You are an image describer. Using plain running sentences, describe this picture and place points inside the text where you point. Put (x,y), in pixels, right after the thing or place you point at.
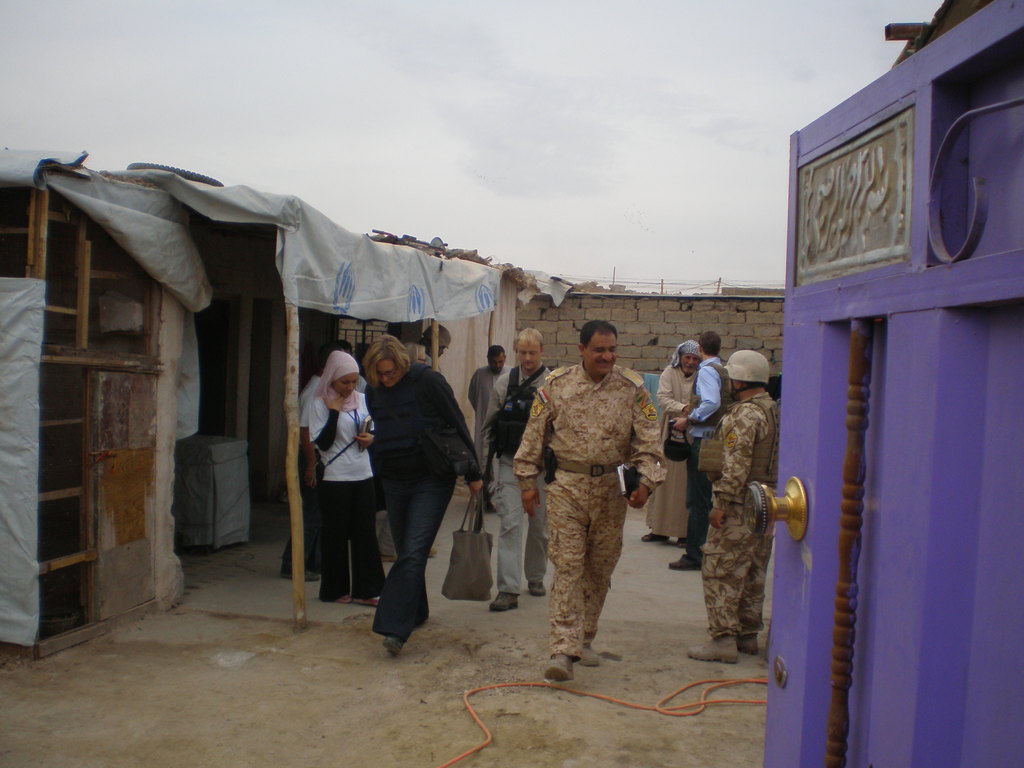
In this image I can see few people (759,389) are walking and wearing different color dresses (585,444) and few people (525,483) are holding bags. I can see few rooms (366,289), poles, wall (652,314) and purple color objects (937,511).
